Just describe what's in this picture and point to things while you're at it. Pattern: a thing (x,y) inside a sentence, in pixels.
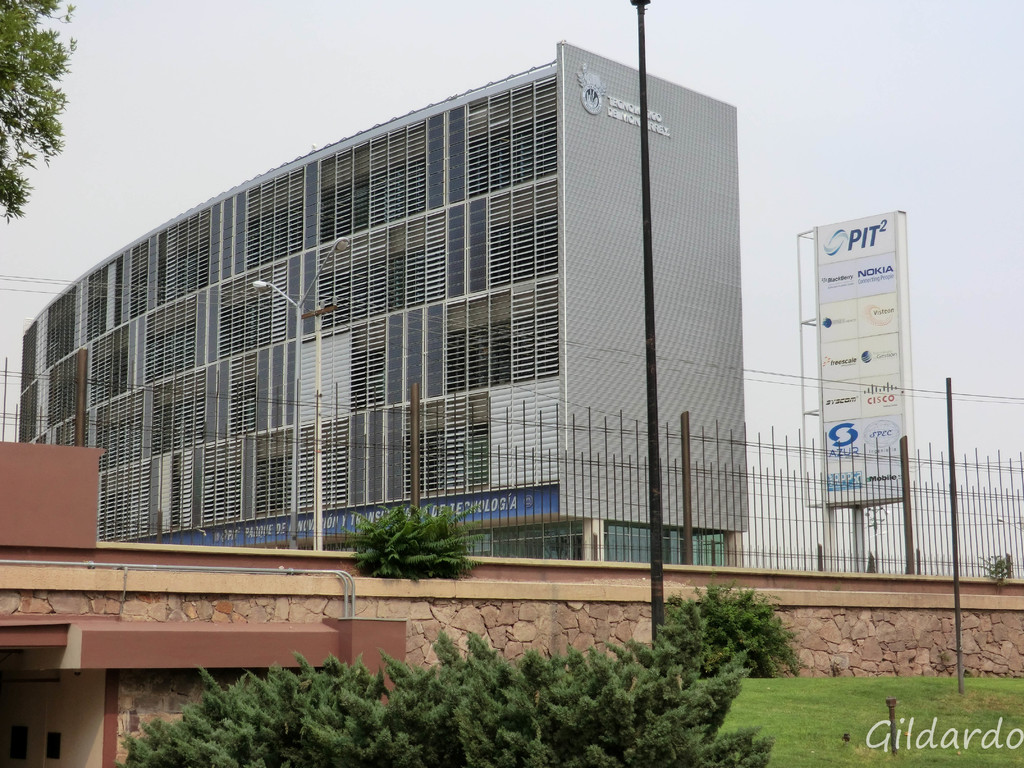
In the picture we can see a grass surface (940,684) on it, we can see some plant (227,729) and some poles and behind it, we can see a wall (159,587) with railing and behind the wall (56,481) we can see the building (417,187) and near it, we can see some pole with lights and beside the building (379,434) we can see a board (878,349) to the pole (826,517) and on the other side of the building (711,278) we can see a part of the tree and in the background (839,72) we can see a sky (828,81).
